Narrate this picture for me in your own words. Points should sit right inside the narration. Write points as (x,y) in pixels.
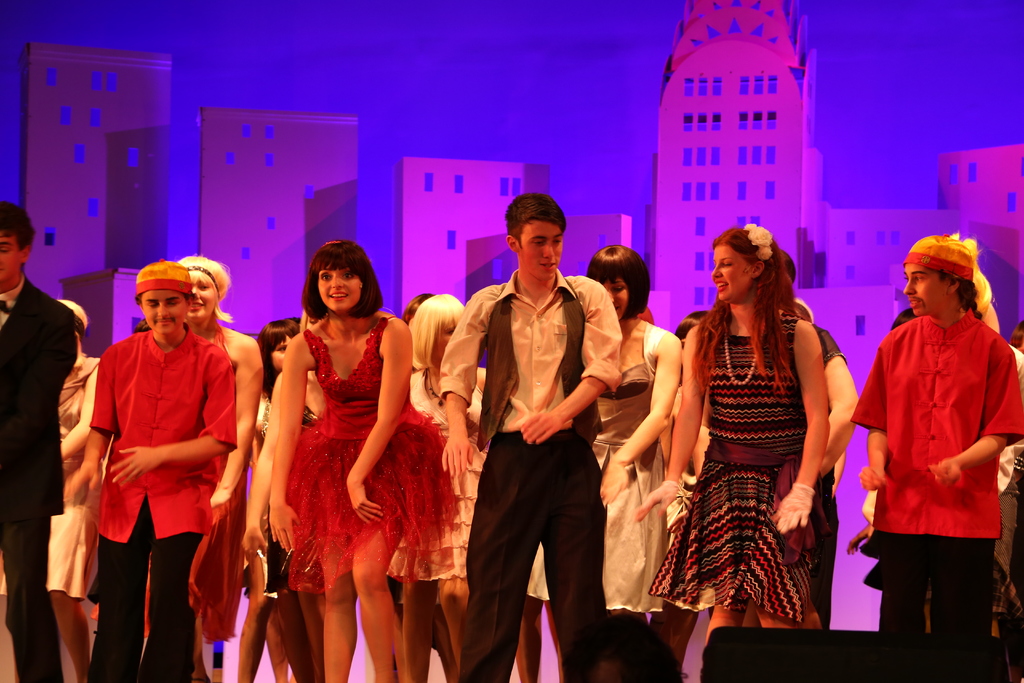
In front of the image there are few people (471,421) dancing. Behind them there is a wallpaper (353,133) with buildings (665,145) on it.
